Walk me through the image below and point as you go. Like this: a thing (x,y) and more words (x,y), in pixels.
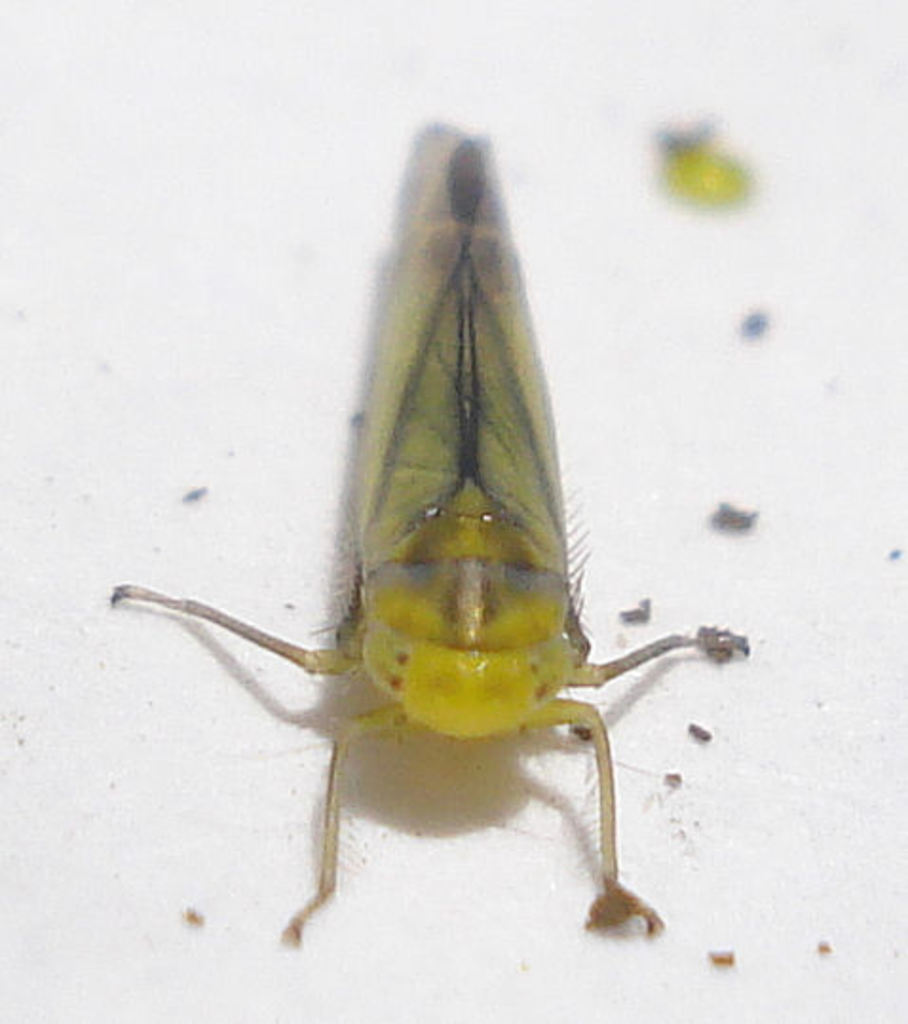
In this image, we can see an insect (487,395) on the surface (607,452).
